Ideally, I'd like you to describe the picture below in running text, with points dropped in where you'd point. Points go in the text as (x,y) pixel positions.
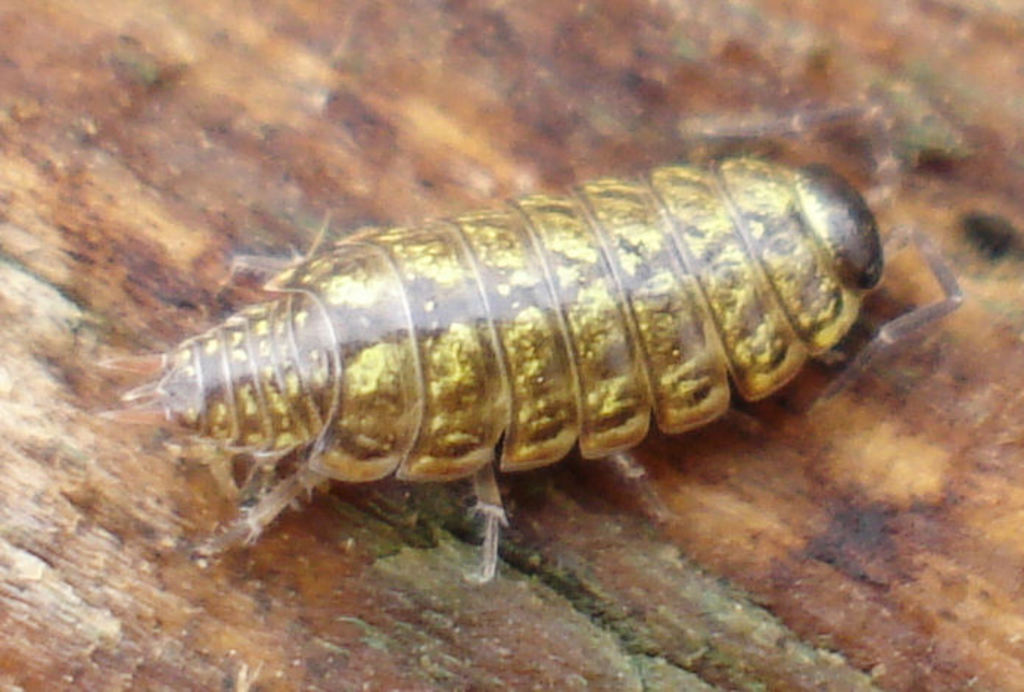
In this picture, we see an insect (610,322) in gold color. In the background (519,27), it is brown in color and this might be the stem (335,530) of the tree (949,552).
